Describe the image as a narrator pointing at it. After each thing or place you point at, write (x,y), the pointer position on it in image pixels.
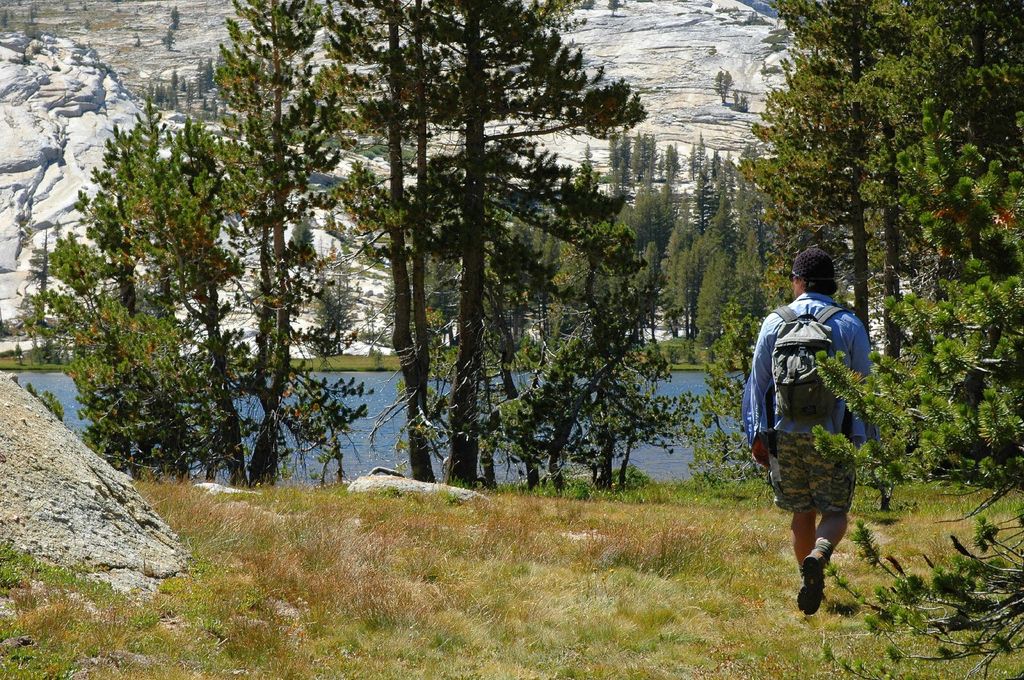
On the right side (819,488) a man (796,481) is walking, he wore shirt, short (813,508) and a bag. In the middle (573,374) there are trees (489,359) and water (386,428).
